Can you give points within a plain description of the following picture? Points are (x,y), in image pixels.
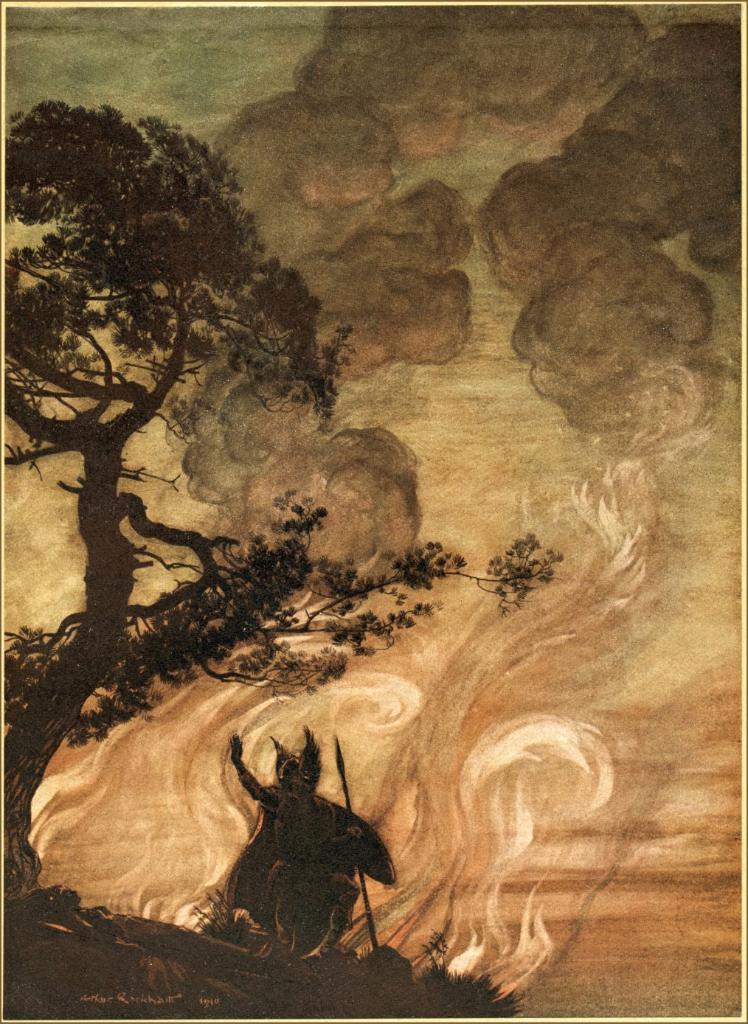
In this image I can see an art (295,801) in which I can see a tree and a black colored object (298,867) on the ground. In the background (525,817) I can see the fire (436,718), some smoke (381,292) and the sky (275,71).
